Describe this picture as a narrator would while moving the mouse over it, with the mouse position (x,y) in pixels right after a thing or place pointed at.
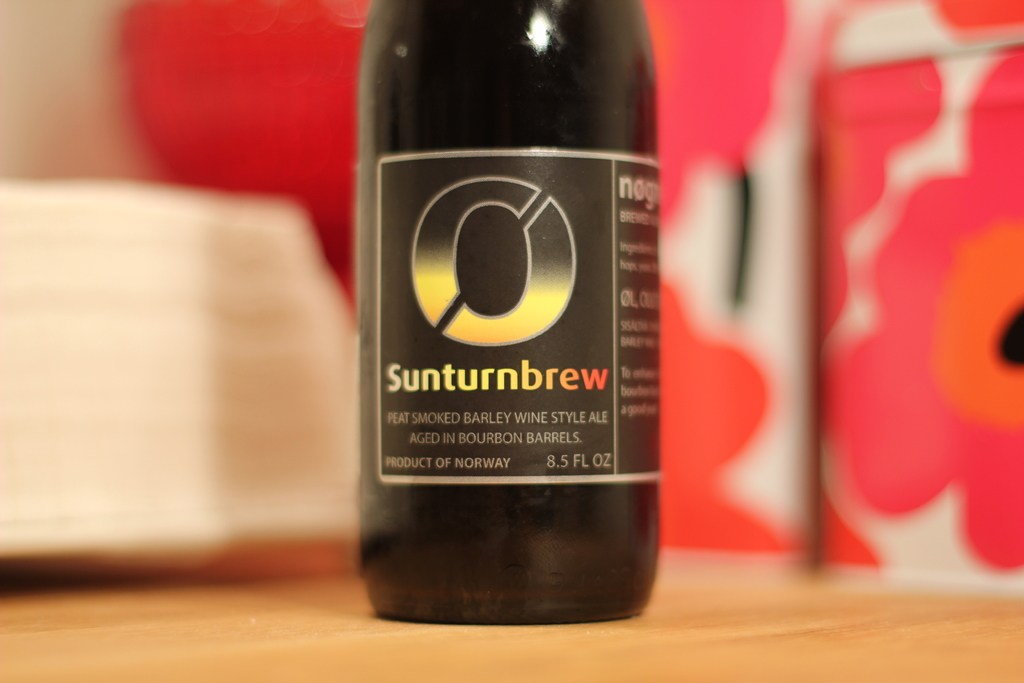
In this image, we can see a table (737,605), on that table (718,652), we can see a black color bottle (517,455) on which it is labelled as sunturnbrew. In the background (278,319), we can see pink color and a plate (216,381).
